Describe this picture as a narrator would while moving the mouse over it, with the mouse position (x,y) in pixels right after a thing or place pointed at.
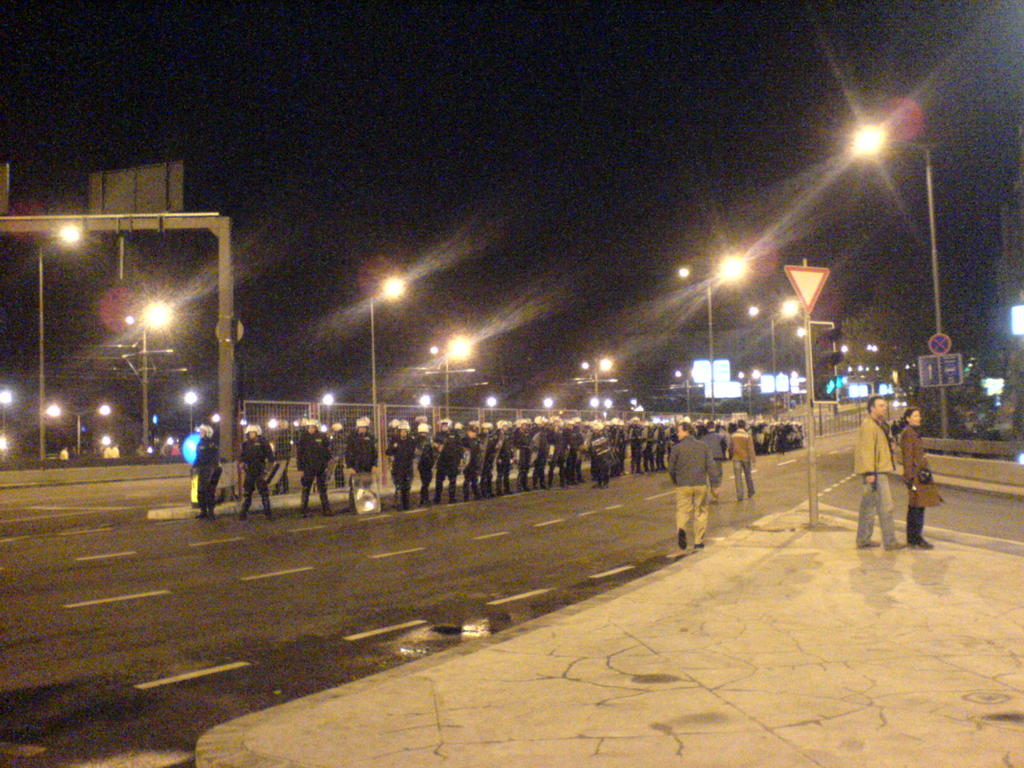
In this image I can see the road (350,584), few persons (483,468) wearing black colored dress (497,455) and white colored helmet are standing on the road (763,472) and few other persons (749,463) are standing on the ground (693,630). I can see few poles (807,319), few lights (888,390) and few boards (815,282) to the poles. In the background (893,378) I can see few buildings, few lights (496,403) and the dark sky (596,97).
